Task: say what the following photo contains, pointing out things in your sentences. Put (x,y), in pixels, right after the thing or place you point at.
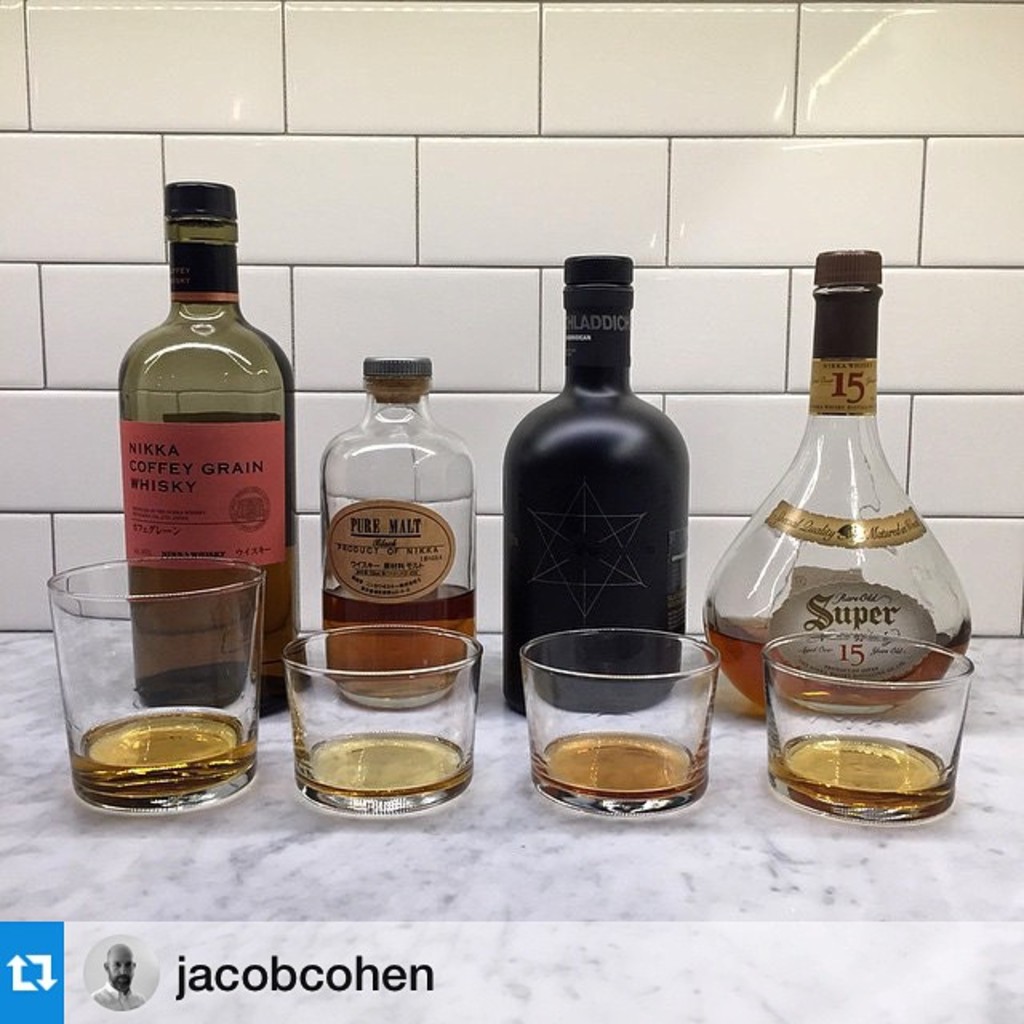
On the background (485,73) we can see white color tiles (492,62). Here we can see glasses (450,730) in which there is a drink (398,739). behind to the glasses (599,716) we can see bottles (425,437).
